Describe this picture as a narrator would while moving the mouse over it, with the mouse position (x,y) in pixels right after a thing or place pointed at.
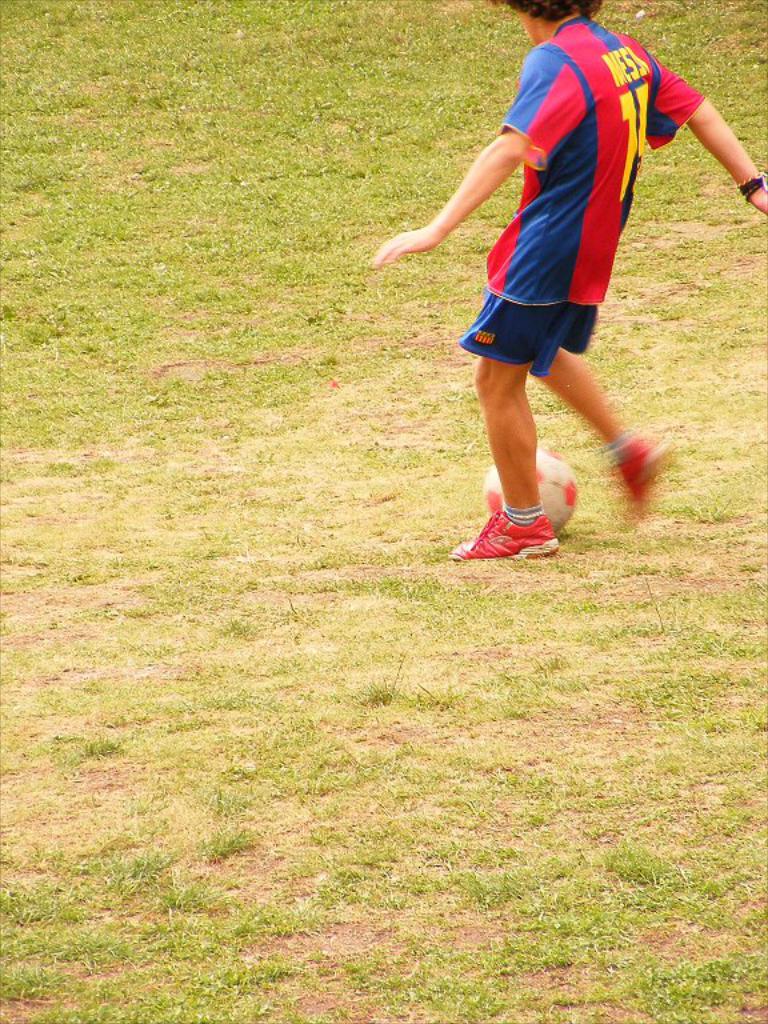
In the picture I can see a person (545,272) is standing on the ground (536,575). I can also see the grass (466,499) and a ball (539,486) on the ground (169,768).
